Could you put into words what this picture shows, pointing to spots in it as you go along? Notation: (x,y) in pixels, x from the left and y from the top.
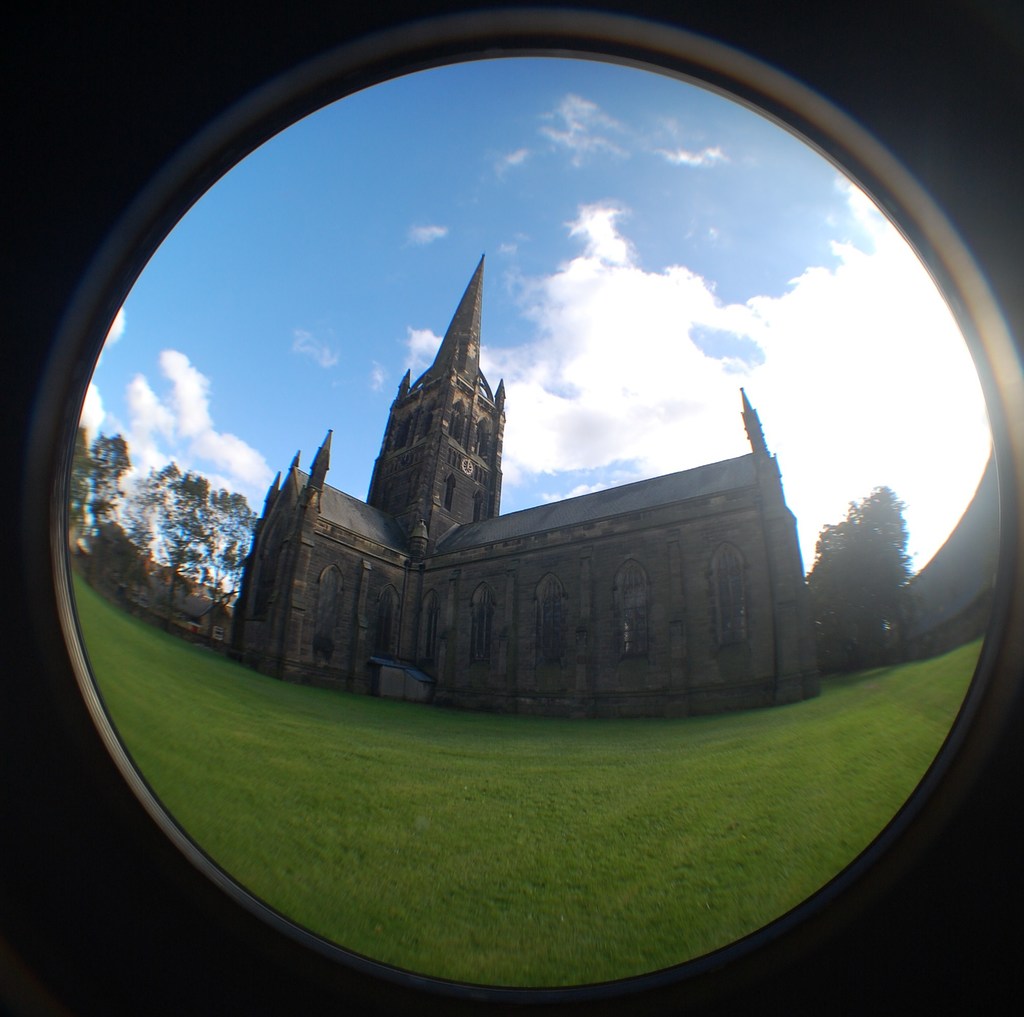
This is a picture taken in the outdoors. It is sunny. This is an old architecture building (443,589). Beside the building (684,603) there are trees (849,582). Background of the building (497,588) there are sky (597,414) with clouds (668,410).
